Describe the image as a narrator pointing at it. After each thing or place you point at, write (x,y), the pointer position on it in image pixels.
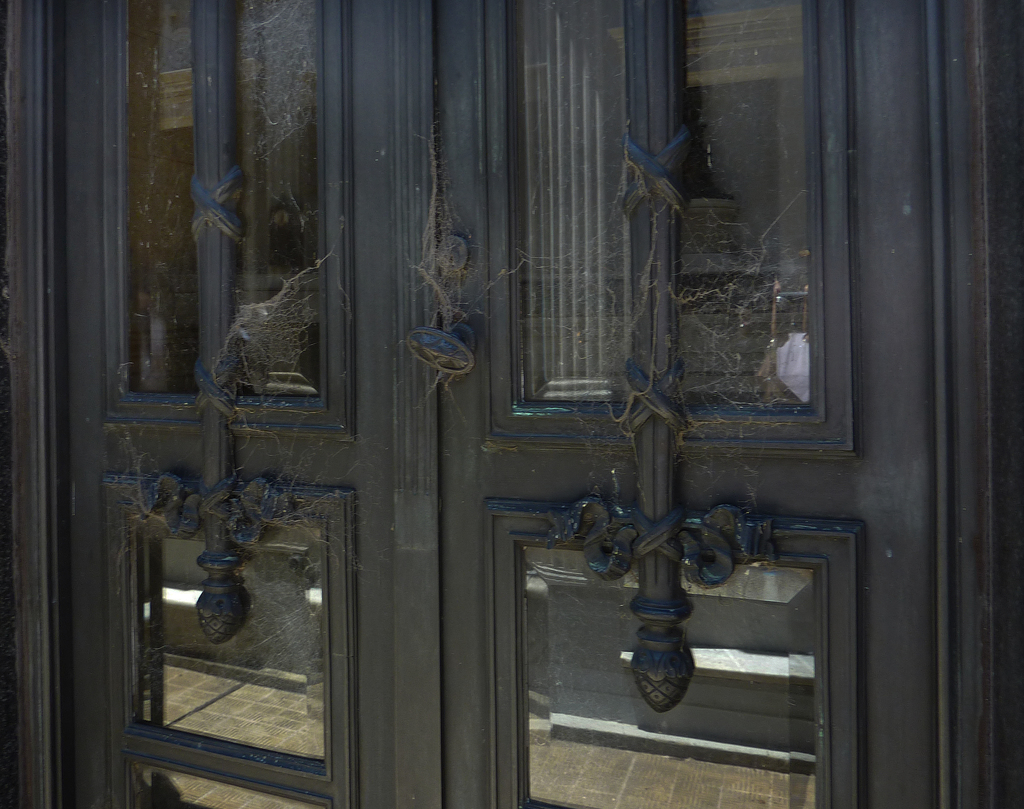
In this image we can see doors (534,655) with glass panes (552,663). Also there are designs (673,314) and spider webs (293,629).
